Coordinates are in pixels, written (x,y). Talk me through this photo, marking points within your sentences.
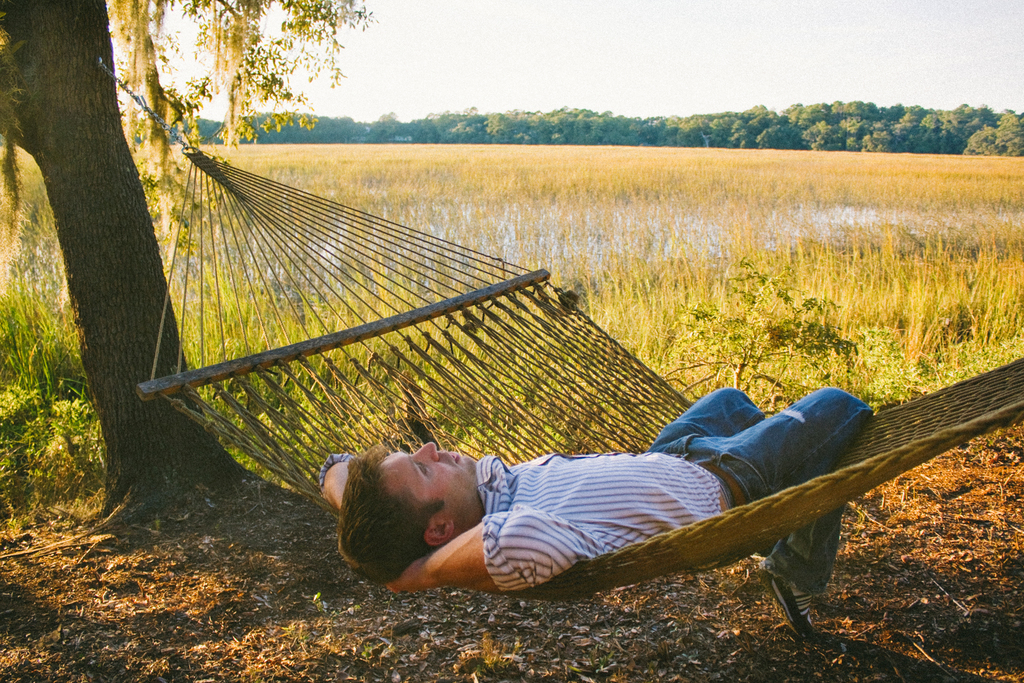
This picture is taken from outside of the city. In this image, in the middle (679,419), we can see a man (592,459) lying in the hammock (793,511). In the background (671,121), we can see some trees (641,120), plants (808,339). On the left side (145,364), we can also see a wooden trunk (68,130), trees (134,293). At the top (638,93), we can see a sky (641,37), at the bottom (920,600), we can see grass (894,359), water (614,240) and a land (897,583) with some dry leaves (193,631).
